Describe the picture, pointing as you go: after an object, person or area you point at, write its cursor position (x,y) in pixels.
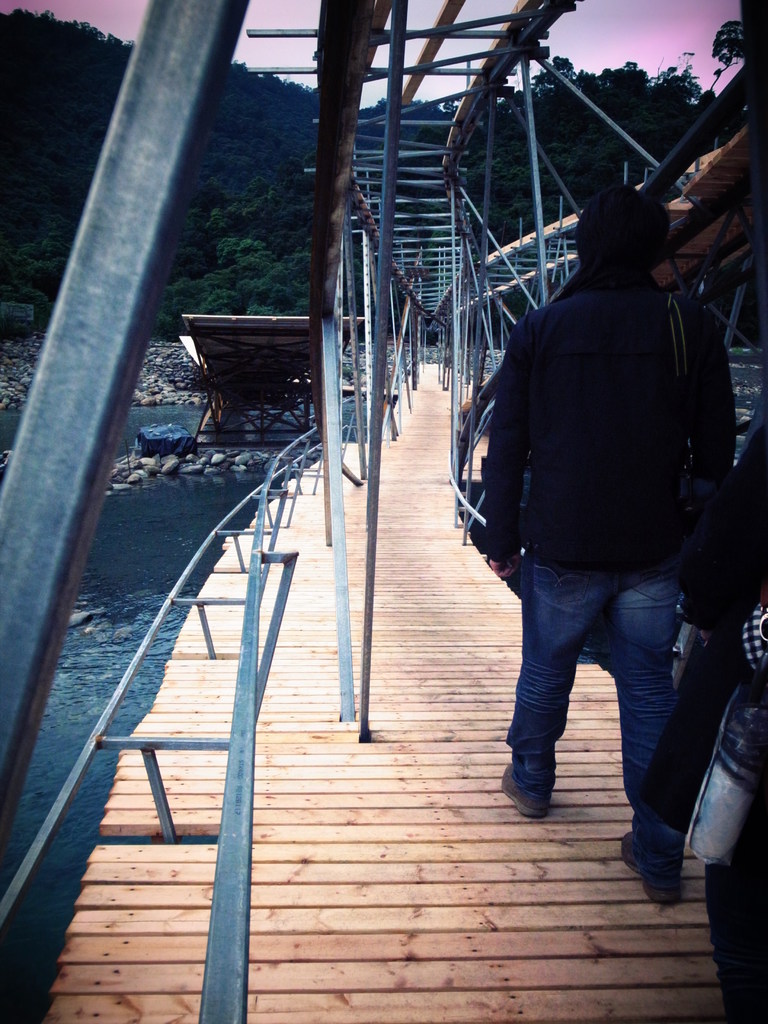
In this picture we can see two people (550,392) where a person (637,582) walking on a bridge (453,639), poles (353,362), stones (192,376), trees (218,235), mountains (103,105), water (57,756) and some objects (298,427) and in the background (661,39) we can see the sky (661,39).
